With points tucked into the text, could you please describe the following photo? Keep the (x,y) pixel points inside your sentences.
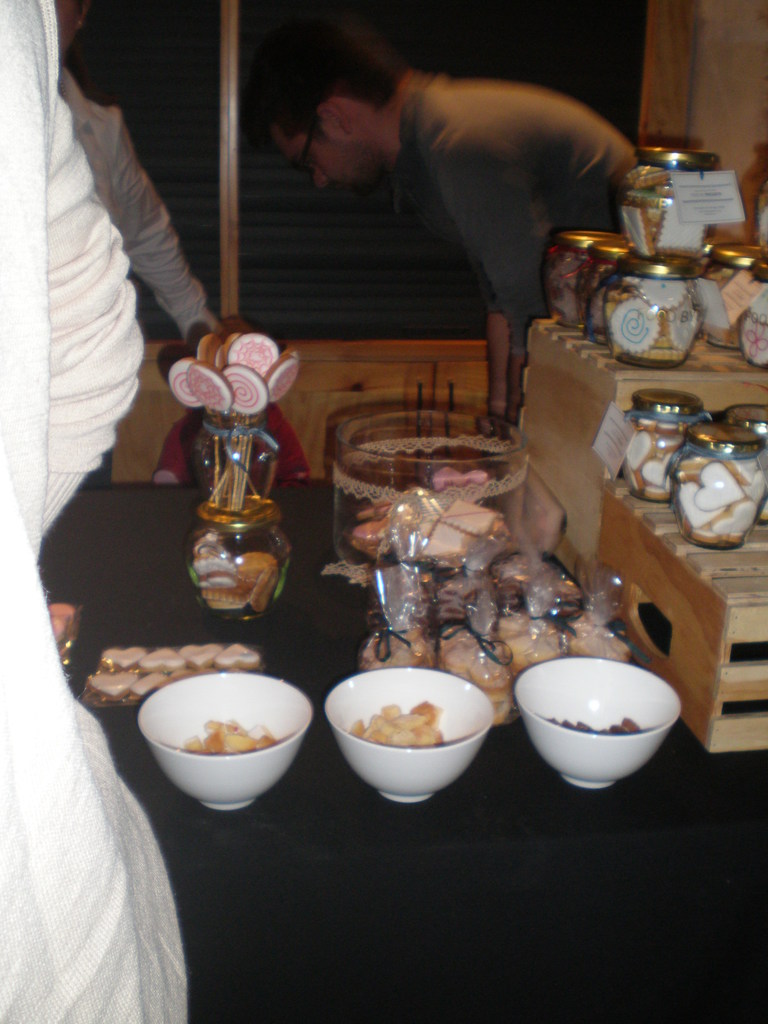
This image is taken indoors. At the bottom of the image (482,882) there is a table (445,872) with a few bowls (354,741) of food items (430,728), a jar (246,496) of candies (217,541), a few packets (413,586), two wooden boxes (622,500), jars (611,340) and a few things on it. In the background (294,212) there is a window blind (346,236). There are two persons (295,115) and there is a kid (173,430). On the left side of the image (47,832) there is a person (39,326).
